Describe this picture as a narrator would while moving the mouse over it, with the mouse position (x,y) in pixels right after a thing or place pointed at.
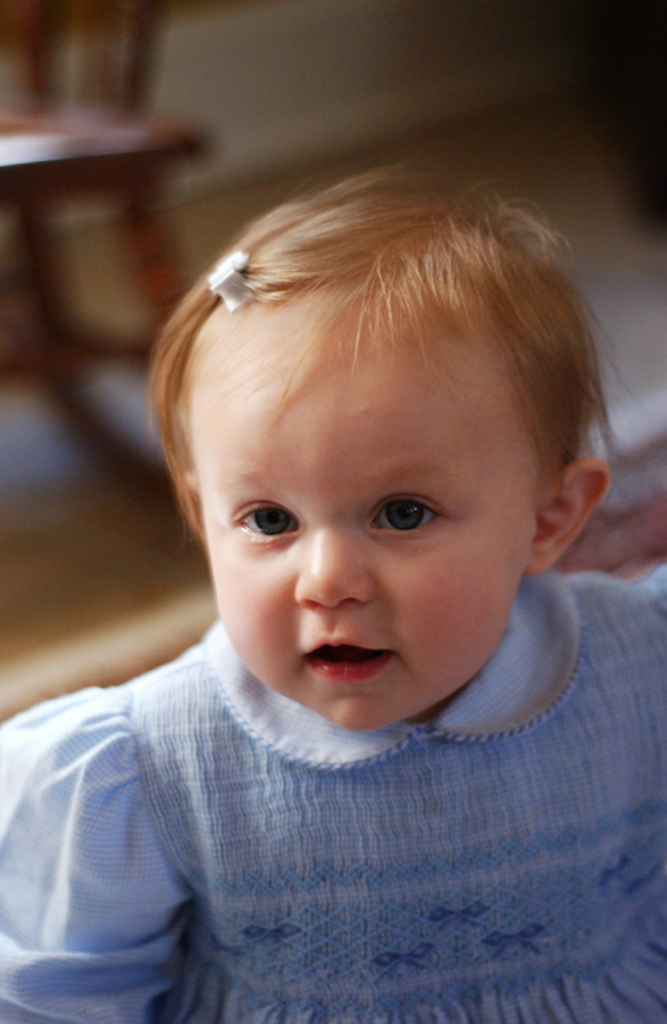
In this image, we can see a girl (426,822) is seeing and open her mouth (349,659). Background (5,482) there is a blur view. Here we can see a chair (106,164).
